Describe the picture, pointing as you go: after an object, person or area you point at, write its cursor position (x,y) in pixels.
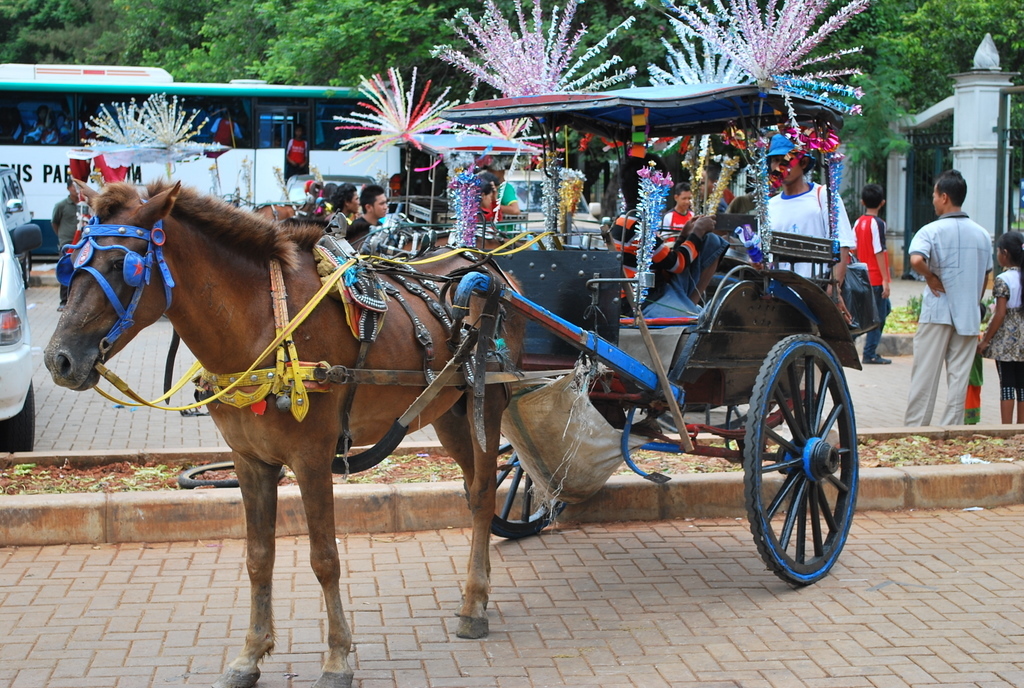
In this image we can see a horse cart (503,475) on the ground (495,598) which is decorated with some ribbons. On the backside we can see a tire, grass (408,462), a group of people (661,266) and some vehicles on the road (995,386), a gate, pillar (976,219), a pole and a group of trees (683,129).
